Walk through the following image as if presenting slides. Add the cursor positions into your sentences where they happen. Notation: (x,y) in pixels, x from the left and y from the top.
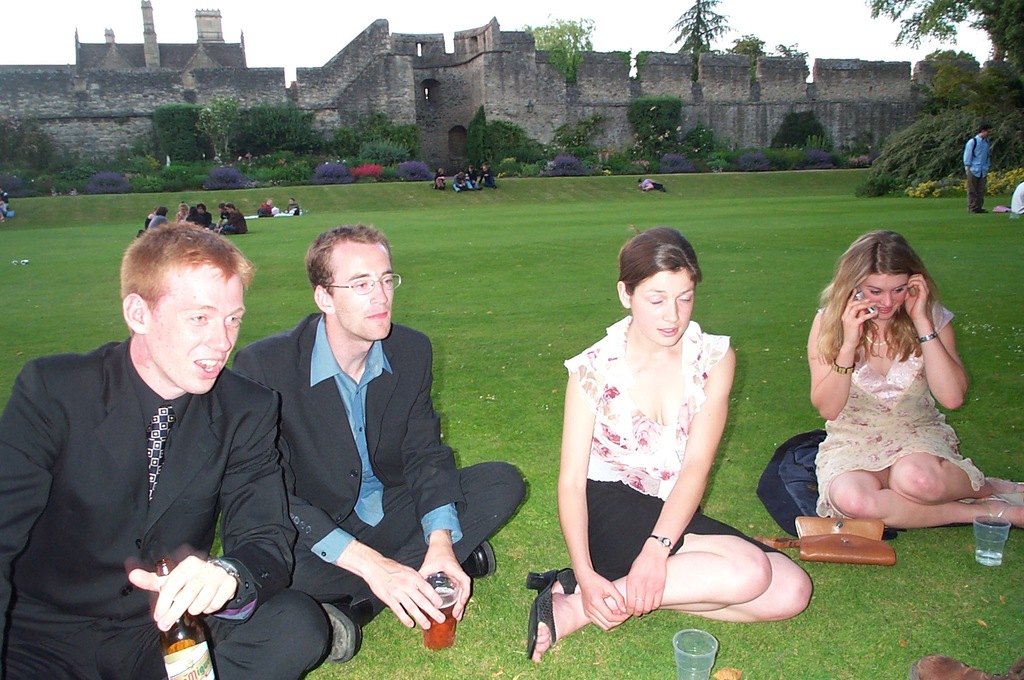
In this image we can see a grass lawn (417,257). There are many people (885,428) sitting. One person (214,608) is holding a bottle (202,645). There are glasses (997,531). Also there is purse (840,536). In the back (235,95) there is a building (475,107). Also there are trees (930,131). And there is sky (634,10).
